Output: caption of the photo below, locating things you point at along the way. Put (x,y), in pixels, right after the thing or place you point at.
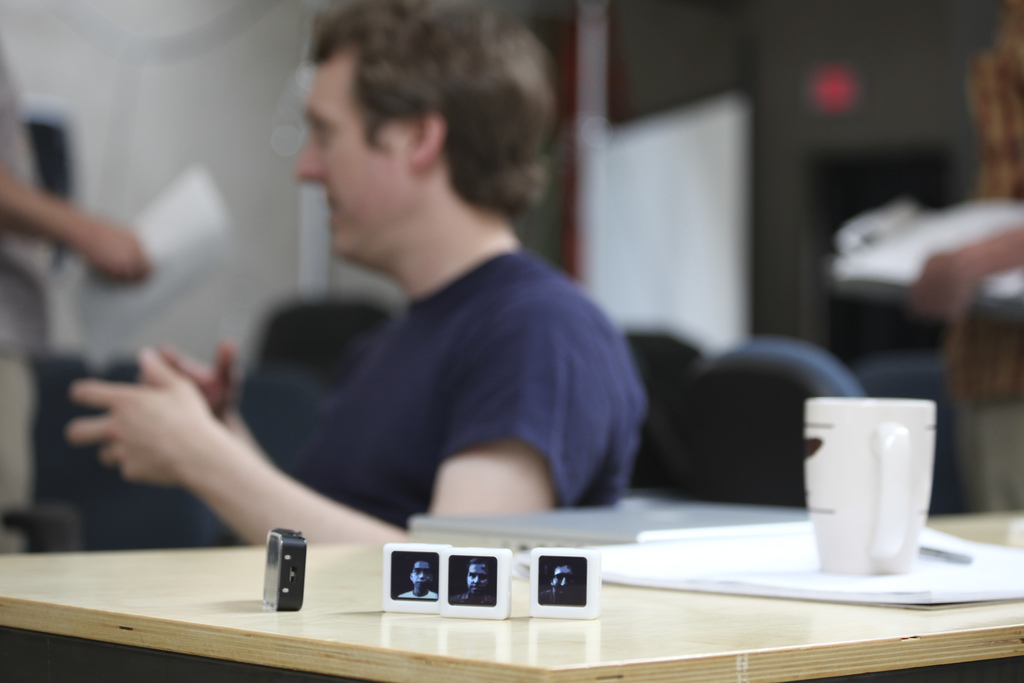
In this image we can see some things (422,593) and cup (886,512) placed on the table (968,518). In the background (546,437) we can see a person (559,429) sitting on the chair (679,404) near the table (341,582).
